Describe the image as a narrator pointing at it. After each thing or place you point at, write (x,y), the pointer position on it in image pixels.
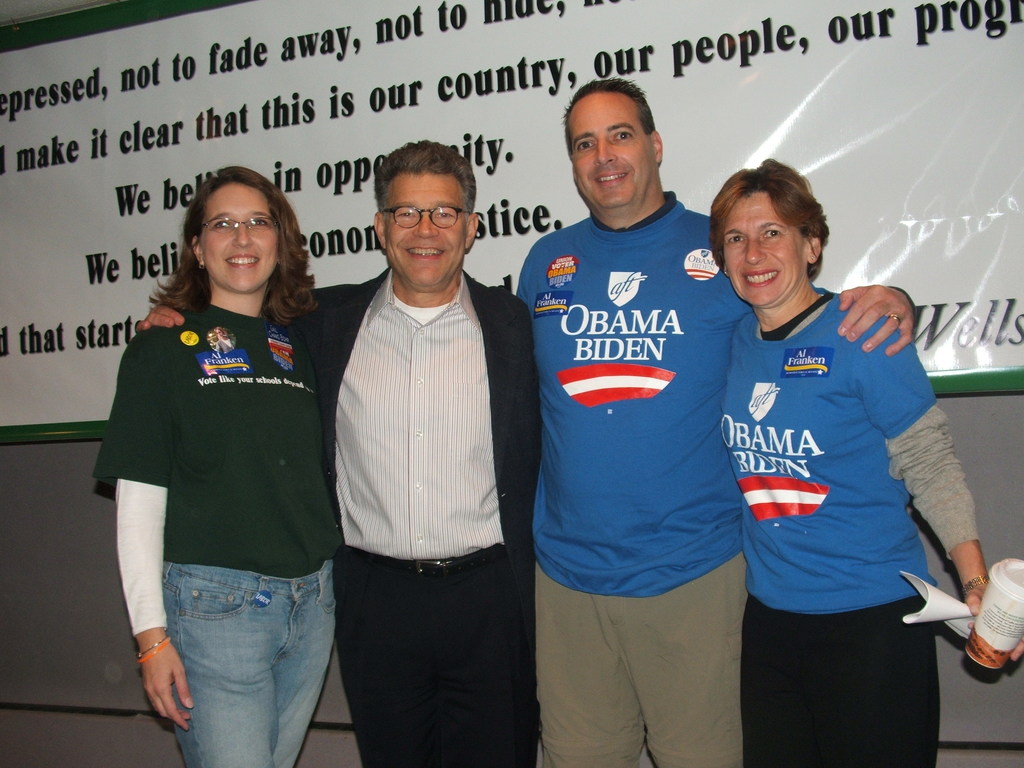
In the center of the image (501,326) we can see four people (501,326) are standing and they are smiling, which we can see on their faces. Among them, we can see two persons (496,447) are wearing glasses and one person (881,557) is holding some objects (939,592). In the background (917,257) there is a wall (941,647), roof (23,13), banner (261,41) and a few other objects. On the banner (851,226), we can see some text (598,57).
